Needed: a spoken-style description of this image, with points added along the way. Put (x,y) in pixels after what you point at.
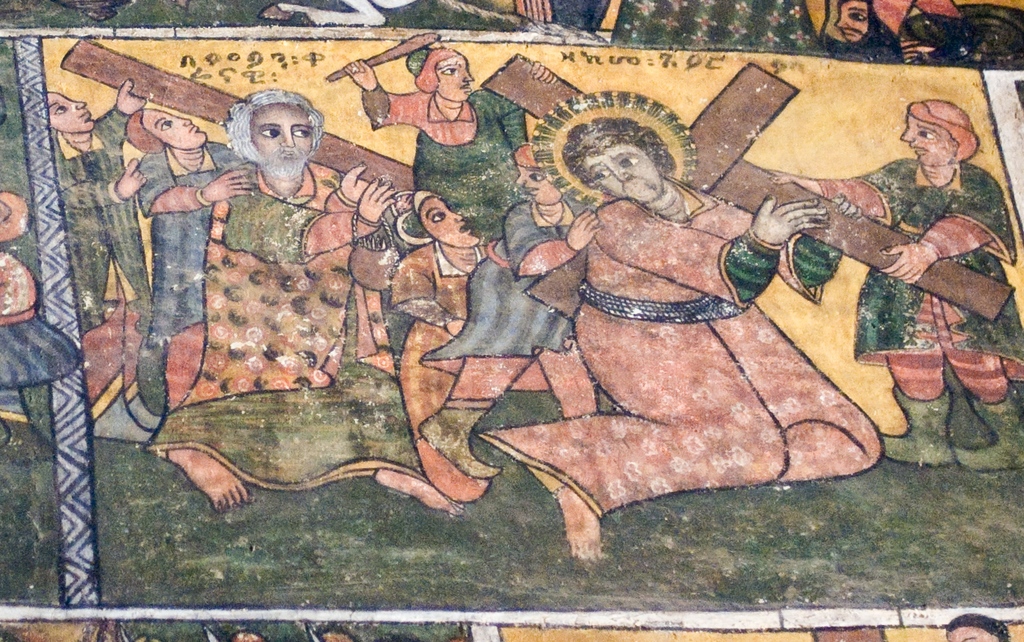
In this image we can see the painting (530,341) and in the painting (870,244) we can see some people (506,164) and among them few people (634,379) are holding the cross (721,135) and we can see some text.
